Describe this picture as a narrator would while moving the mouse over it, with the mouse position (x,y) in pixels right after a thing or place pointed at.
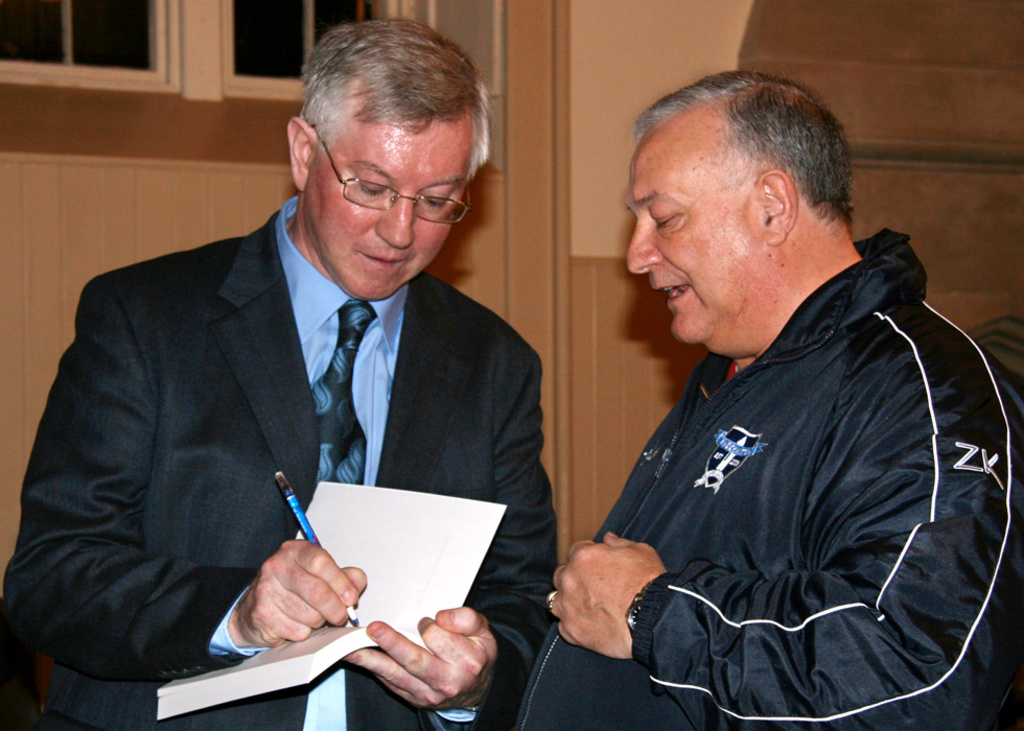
In the center of the image (539,476) we can see two people (498,461) are standing. Among them, we can see one person (316,551) is holding a pen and he is writing something on the book (390,614). In the background (646,16) there is a wall (658,68) and a window (152,56).
